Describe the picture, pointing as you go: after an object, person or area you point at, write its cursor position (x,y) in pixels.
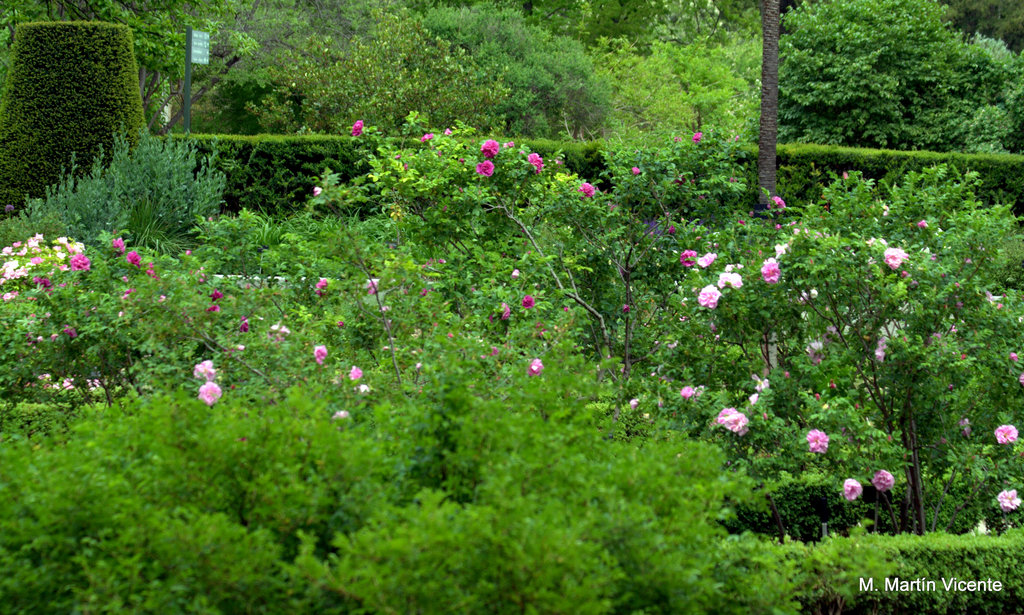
In the center of the image (488,312) we can see some plants (654,312), flowers (768,278) are there. At the top of the image (510,60) we can see trees (228,50), signboard (200,41), bushes (120,53) are present.
